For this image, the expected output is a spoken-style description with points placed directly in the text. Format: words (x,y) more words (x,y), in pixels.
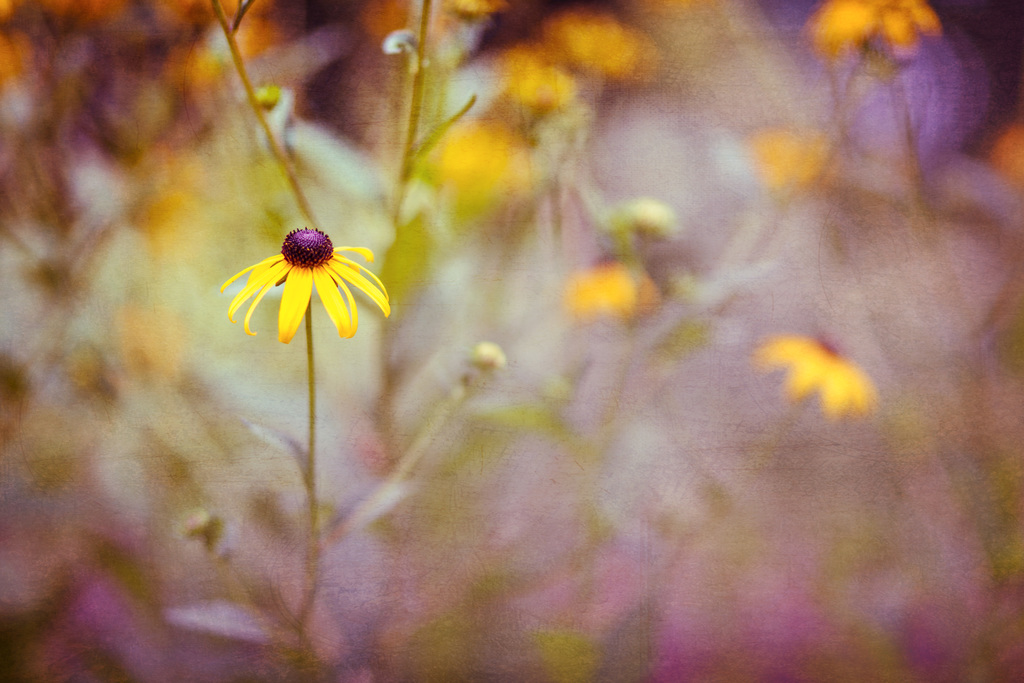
In this image there are flowers (325,255) and it is blurred.
